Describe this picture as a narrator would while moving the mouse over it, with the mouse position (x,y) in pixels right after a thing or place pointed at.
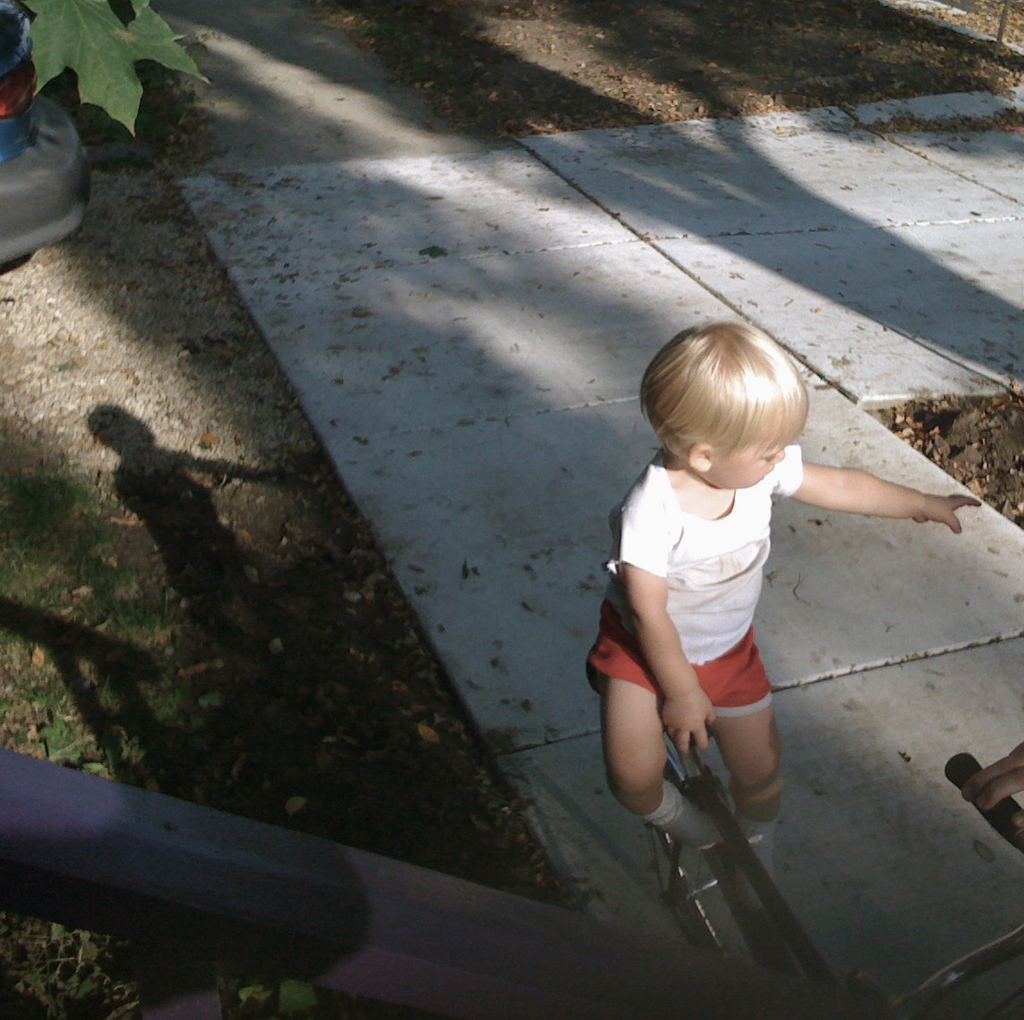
On the right side of the image (740,590) we can see a kid (718,679) sitting on the bicycle (730,868). At the bottom (497,958) there is a fence (379,929). In the background (327,309) we can see a walkway (560,256).
